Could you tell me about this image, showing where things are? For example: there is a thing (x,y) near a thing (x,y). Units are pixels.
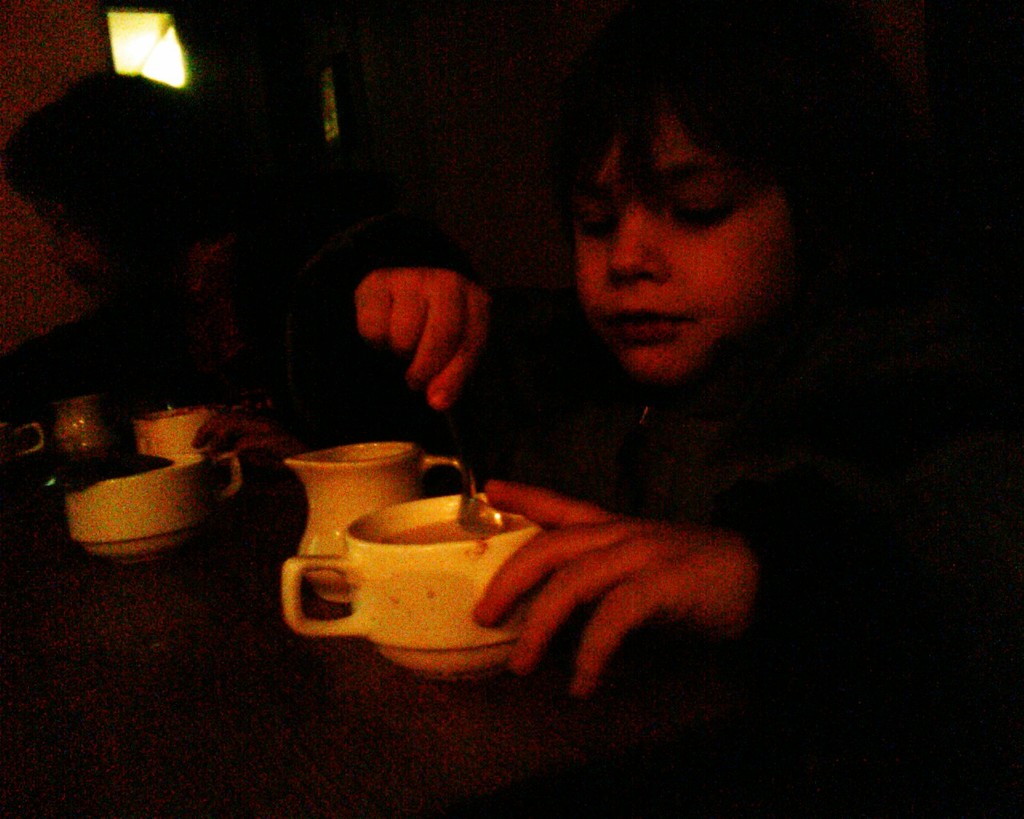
In this image I can see a child (648,370). On the table (360,647) there is a cup (396,556), spoon (477,520) and some glasses (108,522).
